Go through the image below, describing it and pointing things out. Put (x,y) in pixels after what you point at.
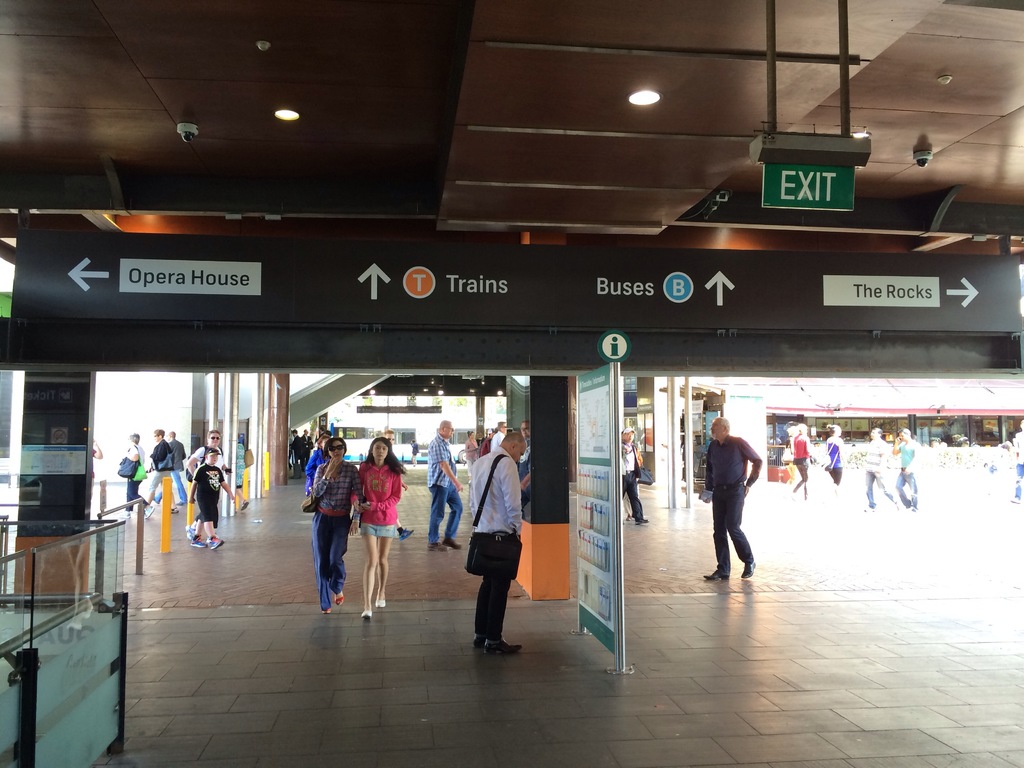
This image is taken indoors. At the bottom of the image (296,668) there is a floor (847,626). At the top of the image (189,105) there is a ceiling (585,113) with lights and a board (833,199) with a text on it. In the middle of the image (476,441) a few people (504,473) are walking on the floor (798,584) and there are a few walls (180,426), staircases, stores (696,424) and pillars (535,438) and there are a few boards (578,383) with text (606,539) on them.
